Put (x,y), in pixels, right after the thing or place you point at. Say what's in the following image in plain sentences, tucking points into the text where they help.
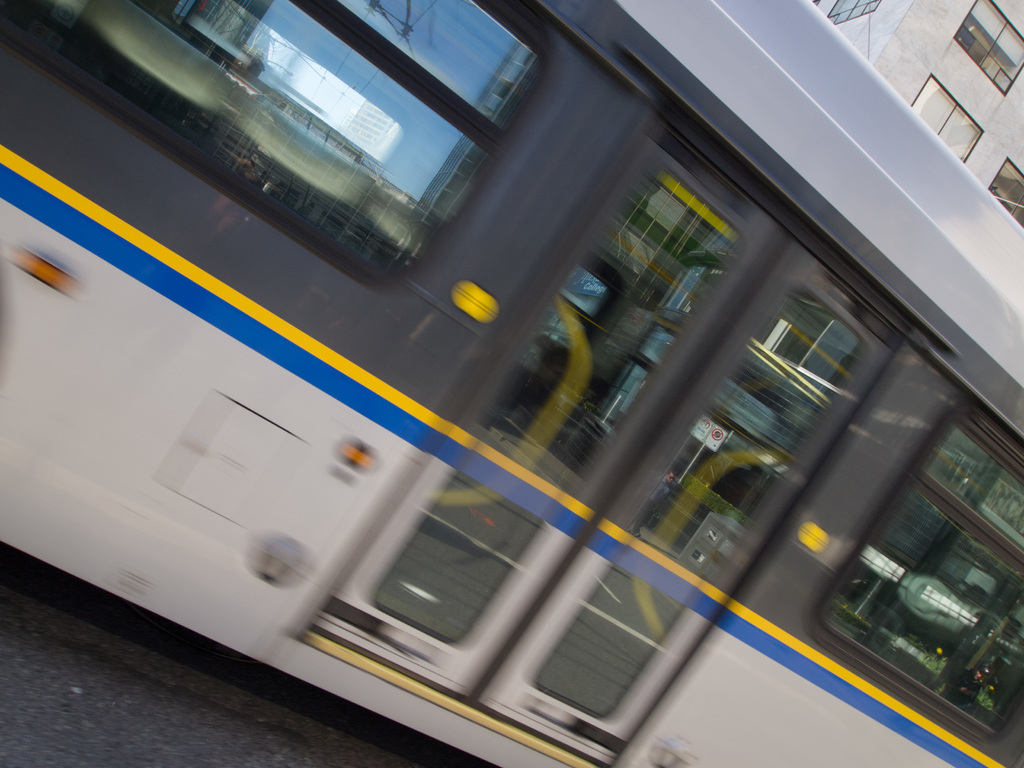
In this image I can see a bus (298,455) which is white, blue, yellow and black in color. I can see the doors (564,432) and windows (959,516) of the bus (917,498). In the windows (925,500) I can see the reflection (327,125) of the building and the sky (461,11). In the background (932,44) I can see the building (895,77).
